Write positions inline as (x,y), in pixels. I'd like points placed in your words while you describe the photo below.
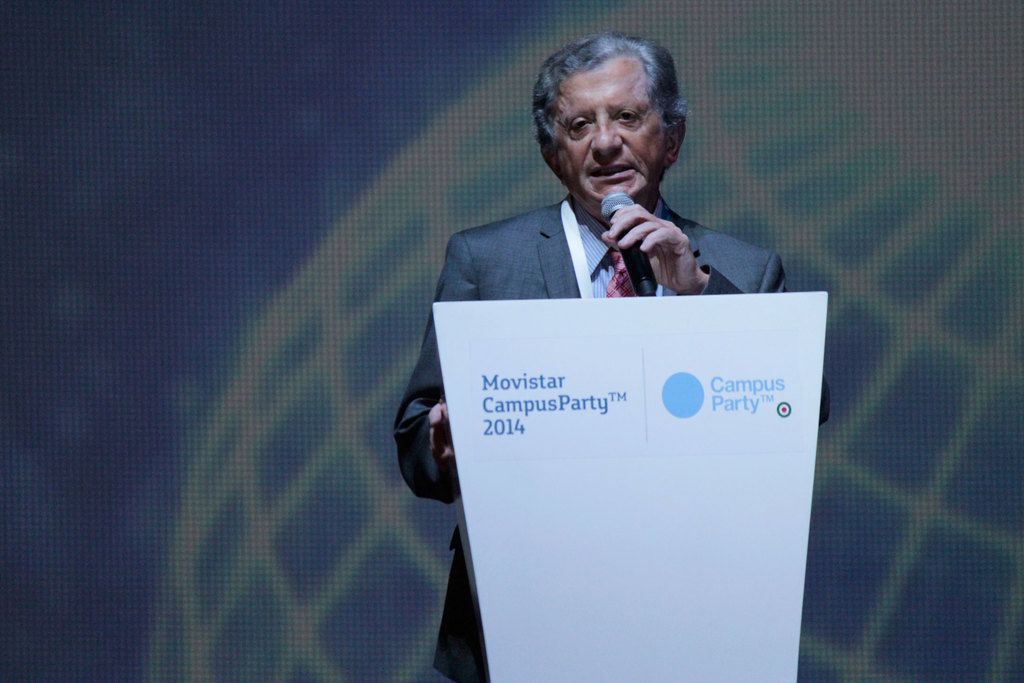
In this image we can see a person (647,253) standing near the podium (653,415) and speaking into a microphone (631,265). There is a digital screen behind a person (646,209). There is some text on the podium (785,566).
